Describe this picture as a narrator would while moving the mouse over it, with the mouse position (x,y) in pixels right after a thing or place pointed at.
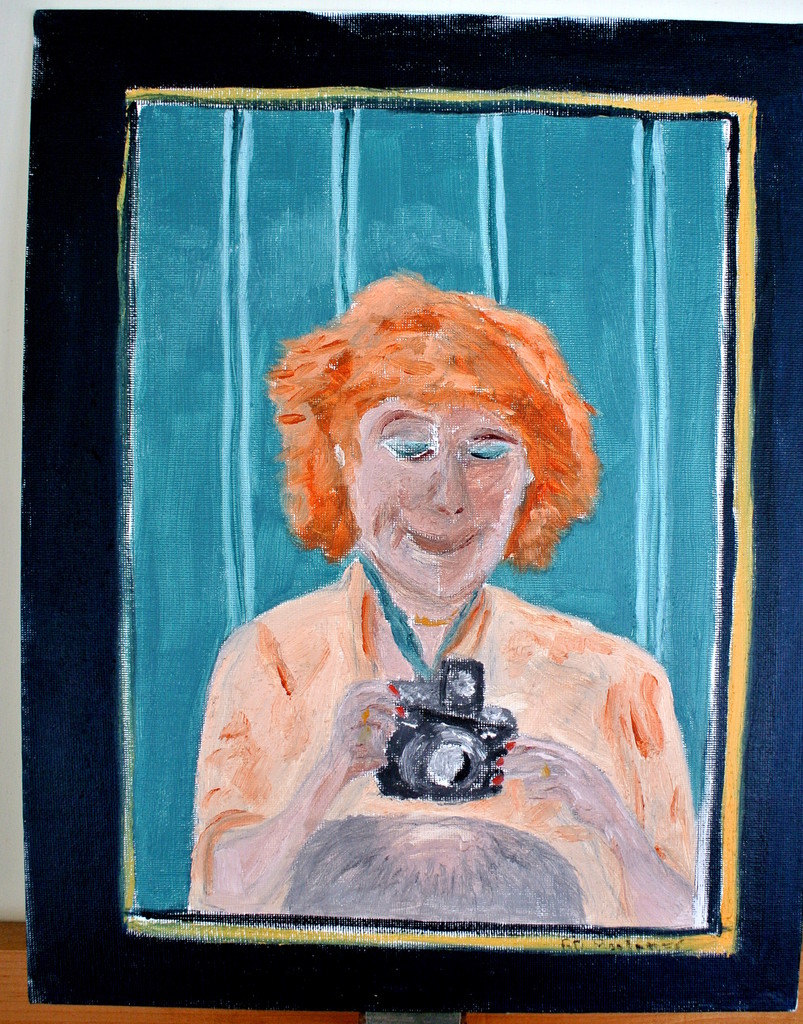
This image consists of a painting sheet (242,426). Here I can see a painting (440,418) of a person (338,654) who is holding camera (445,746) in hands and looking at the camera (455,694).
